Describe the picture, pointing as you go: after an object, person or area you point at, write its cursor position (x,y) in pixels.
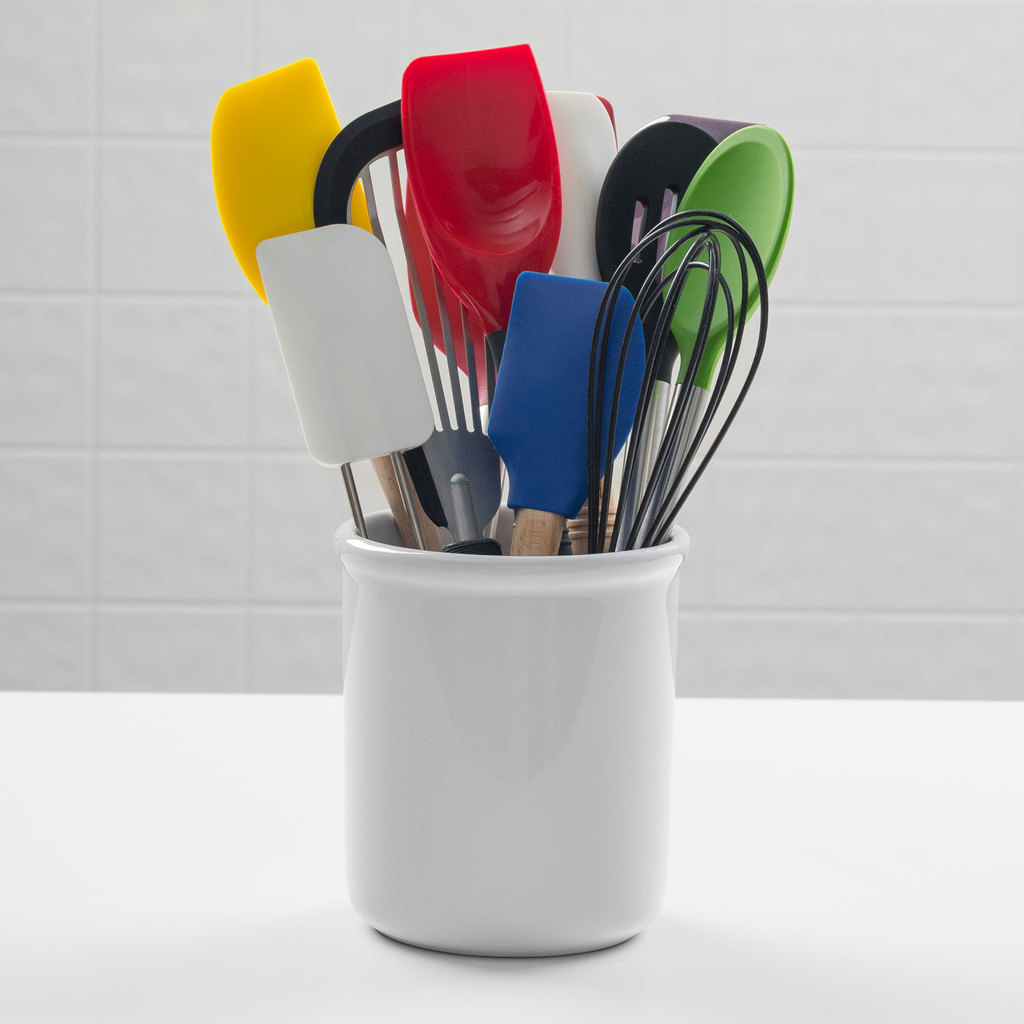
There is a white jar (506,699) which has some spoons (487,212) and other objects (537,302) placed in it and the background (165,312) is white in color.
